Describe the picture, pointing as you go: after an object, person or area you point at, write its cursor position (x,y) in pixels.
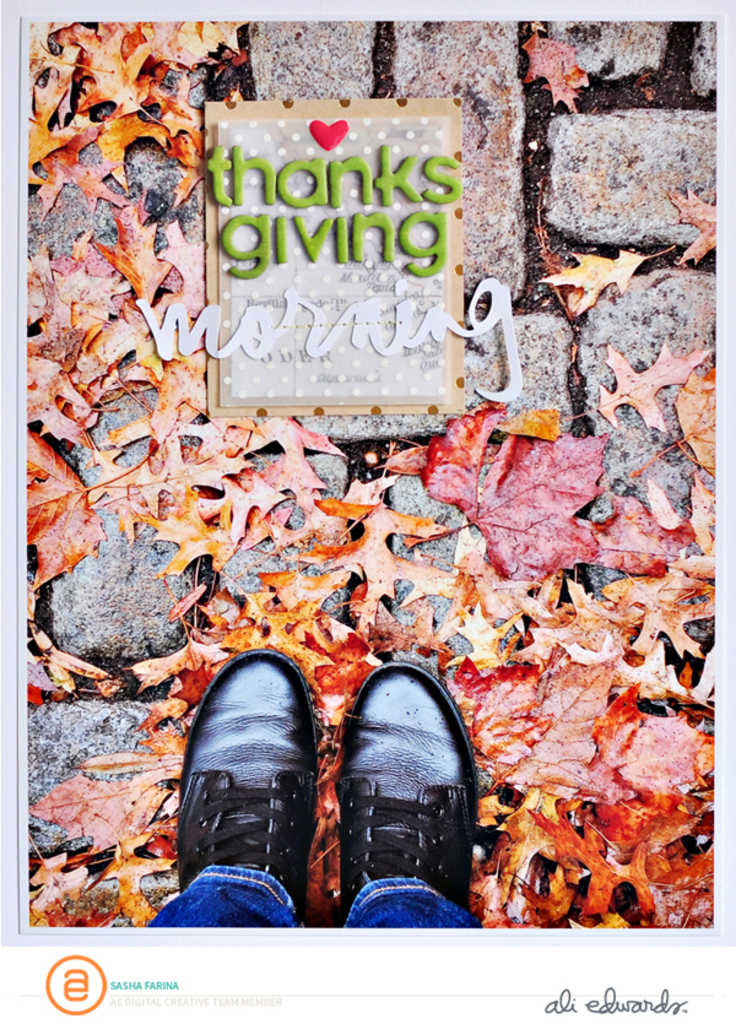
In this image we can see poster (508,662). On the poster (409,408) there is text (309,257). Also there is a floor (128,369) with bricks (401,492). On that there are leaves (667,753). Also we can see legs (291,768) of person (291,768) with shoes (291,768). At the bottom (58,963) there is text (610,1011) and a logo (72,963).
